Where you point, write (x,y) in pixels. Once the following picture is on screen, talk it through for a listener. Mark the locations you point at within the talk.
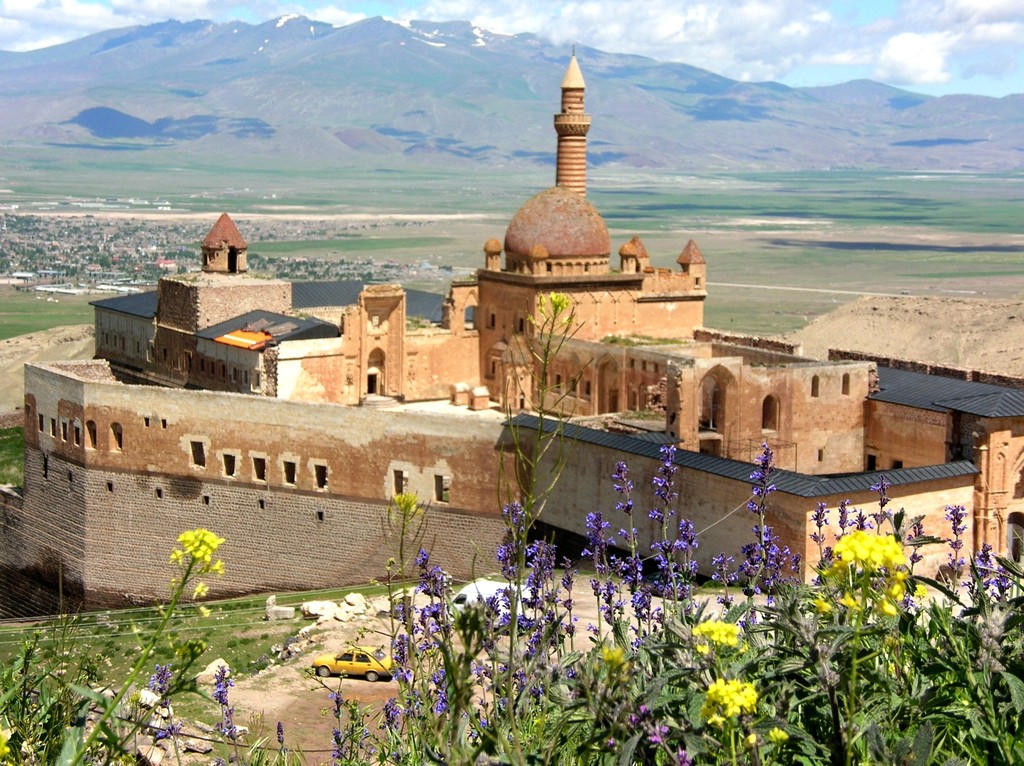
There are flower plants (525,533) at the bottom side of the image (601,606) and there are vehicles (361,659), it seems like a castle (489,427) in the center (510,375). There is greenery (413,201), mountains (360,92) and sky (201,8) in the background area (394,64).
